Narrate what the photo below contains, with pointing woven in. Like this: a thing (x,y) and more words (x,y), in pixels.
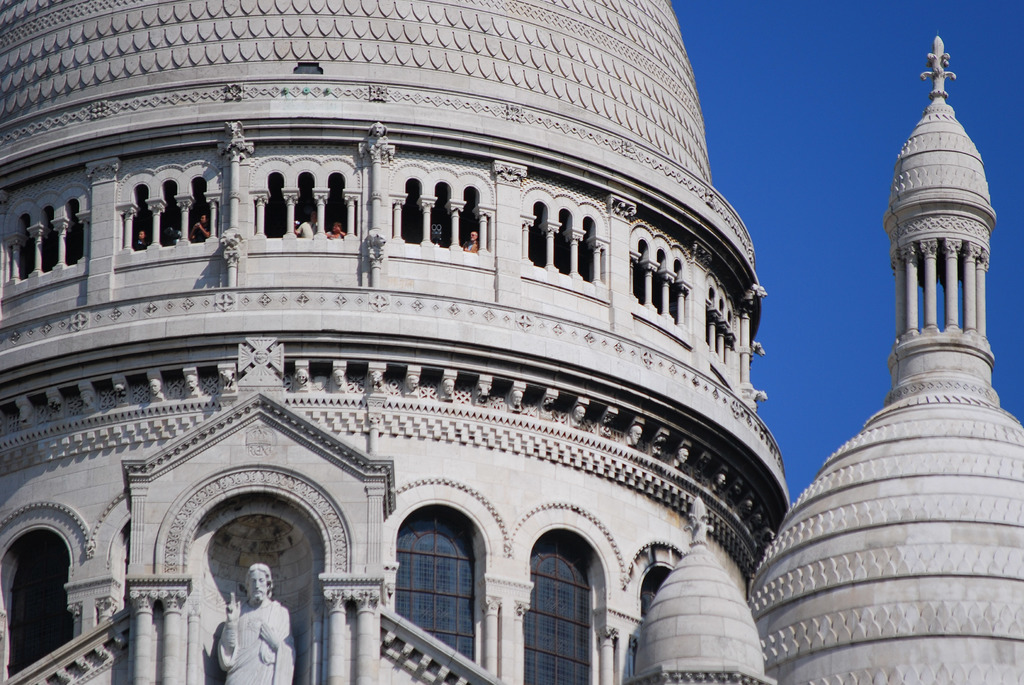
In the picture we can see a part of the historical building (535,385) with an architecture (547,645) and a sculpture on it and beside it also we can see a part of the historical building (933,435) and behind it we can see a part of the sky (782,404).
